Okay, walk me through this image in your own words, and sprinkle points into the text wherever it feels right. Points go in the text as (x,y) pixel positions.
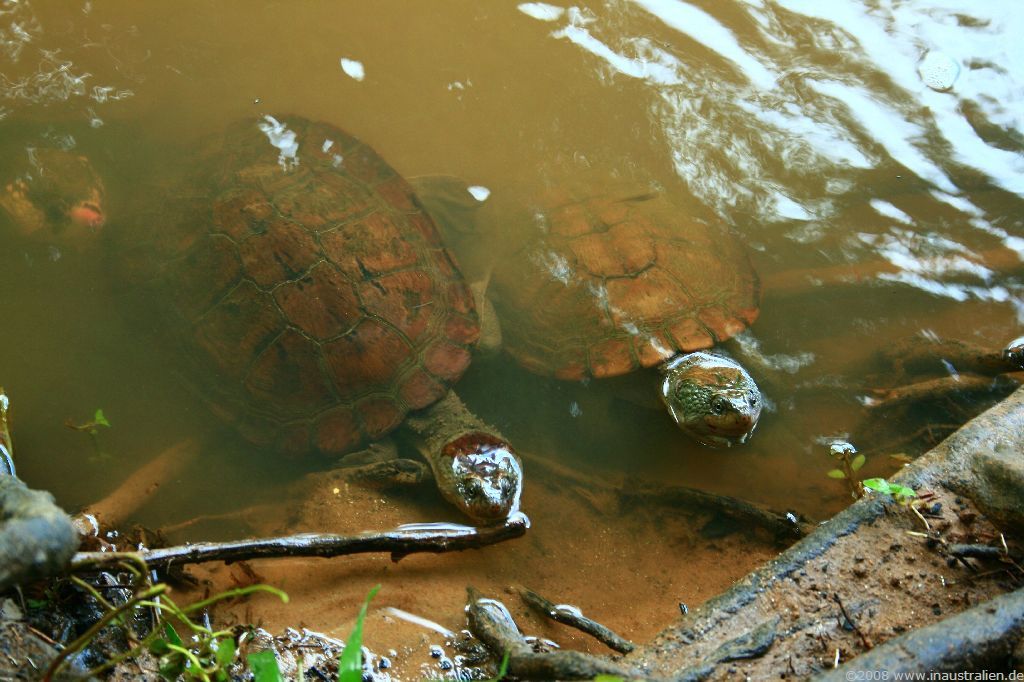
This picture contains two turtles (380,349). These turtles (481,448) are in water (557,401). This water (795,129) might be in the pond (555,156). At the bottom of the picture (525,528), we see twigs (384,544).
